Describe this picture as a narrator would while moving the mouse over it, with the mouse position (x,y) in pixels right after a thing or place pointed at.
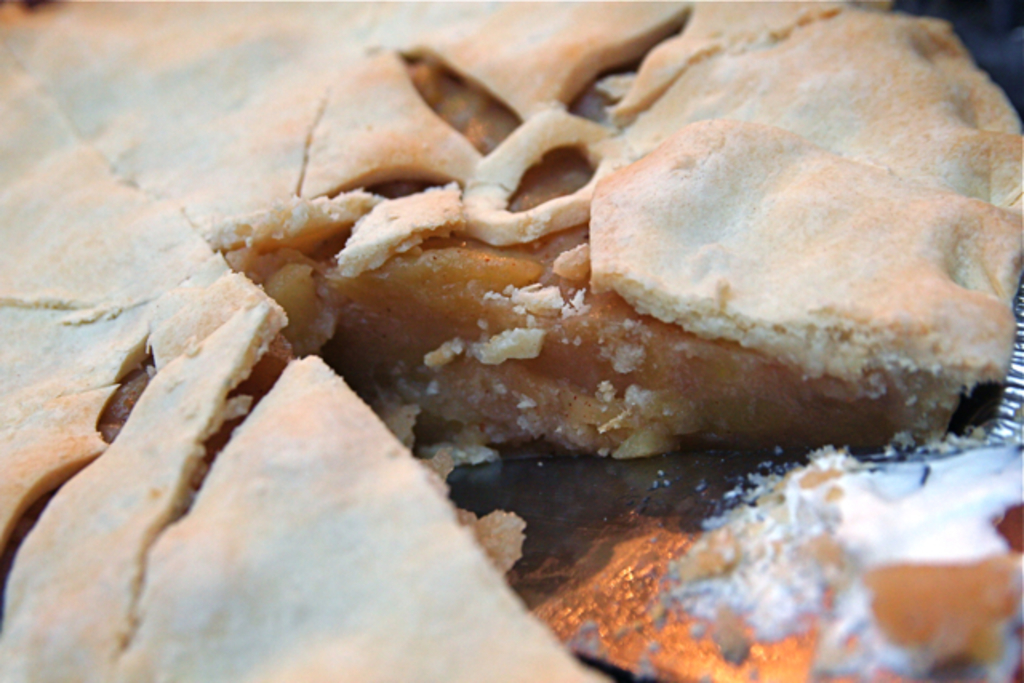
This is a picture of a food item (324,309).
